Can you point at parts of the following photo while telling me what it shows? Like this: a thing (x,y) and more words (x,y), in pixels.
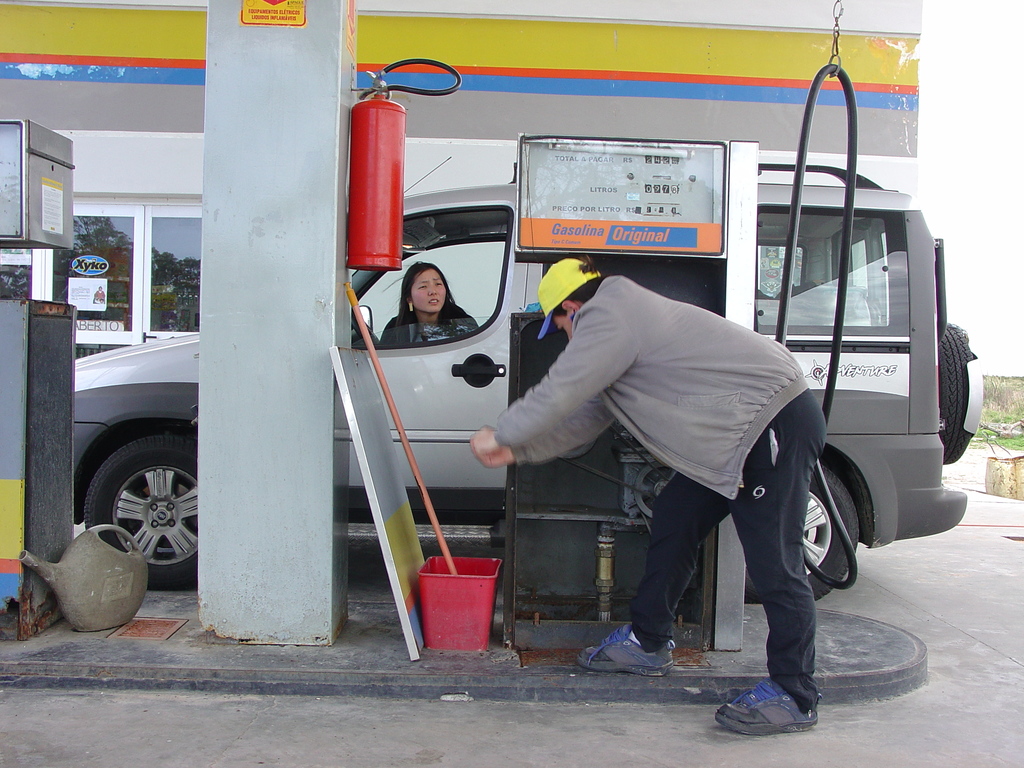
In this picture we can see a Man (593,410) a Woman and a car (474,392) in the petrol bunk (237,392).
